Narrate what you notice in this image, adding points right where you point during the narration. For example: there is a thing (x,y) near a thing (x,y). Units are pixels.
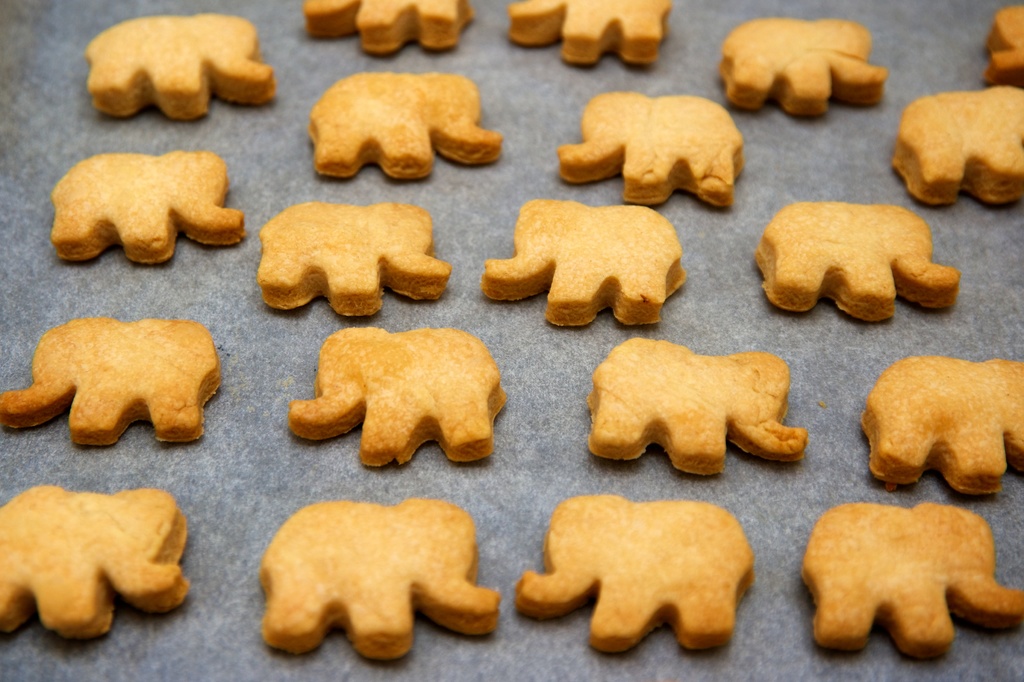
In this picture we can see elephant design cookies (907,153) on the baking paper (815,423). This cookies (767,429) are in brown color.
